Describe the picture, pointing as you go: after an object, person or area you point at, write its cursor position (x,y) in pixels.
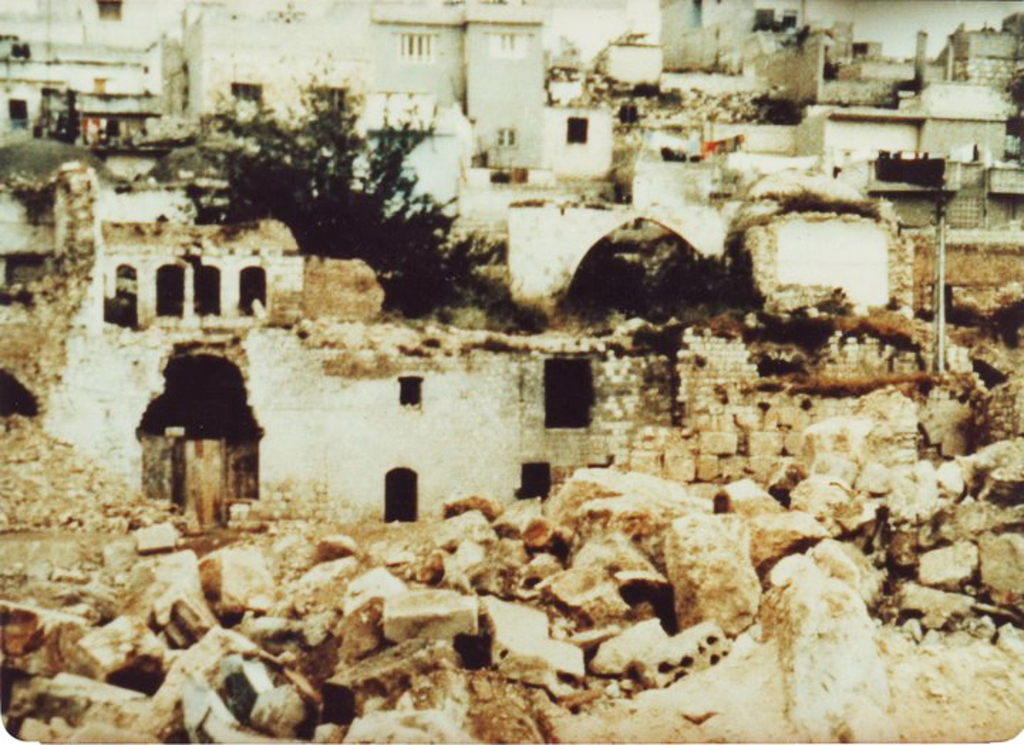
In this image we can see rocks (986,454), houses (437,394) and trees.
